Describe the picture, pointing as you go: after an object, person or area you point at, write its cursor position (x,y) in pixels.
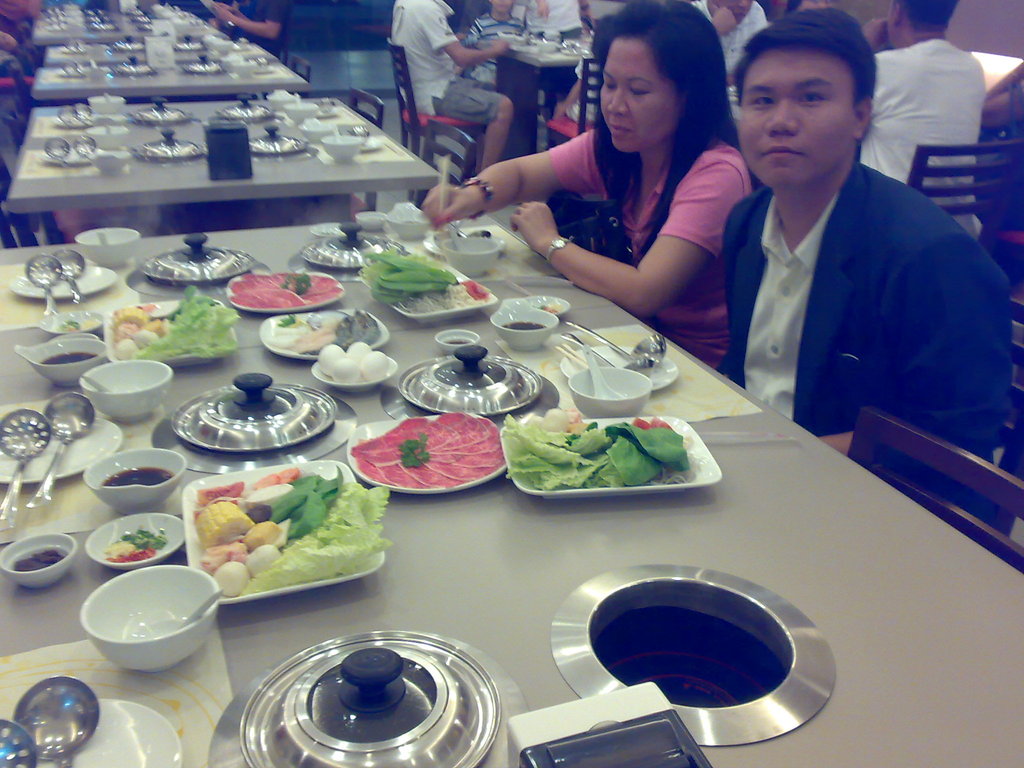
In this image we can see a man (749,372) and a woman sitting on the chairs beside a table (813,456) containing some food (575,471) in the plates (503,459), eggs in a bowl (349,381), spoons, lids (424,704), spatula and some containers (675,712) on it. We can also see some people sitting on the chairs (401,85) beside the tables (572,66).
